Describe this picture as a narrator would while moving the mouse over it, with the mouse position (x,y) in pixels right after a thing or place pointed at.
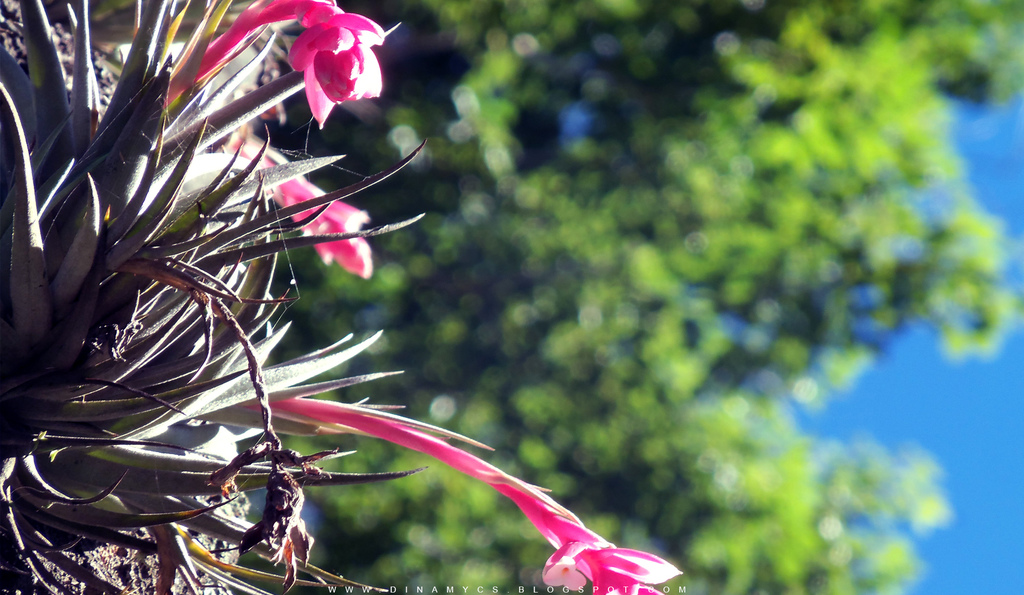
In the picture there is a plant (268,392) and there are pink flowers (354,89) to the plant (161,353), in the background (474,236) there are some trees (677,225).
